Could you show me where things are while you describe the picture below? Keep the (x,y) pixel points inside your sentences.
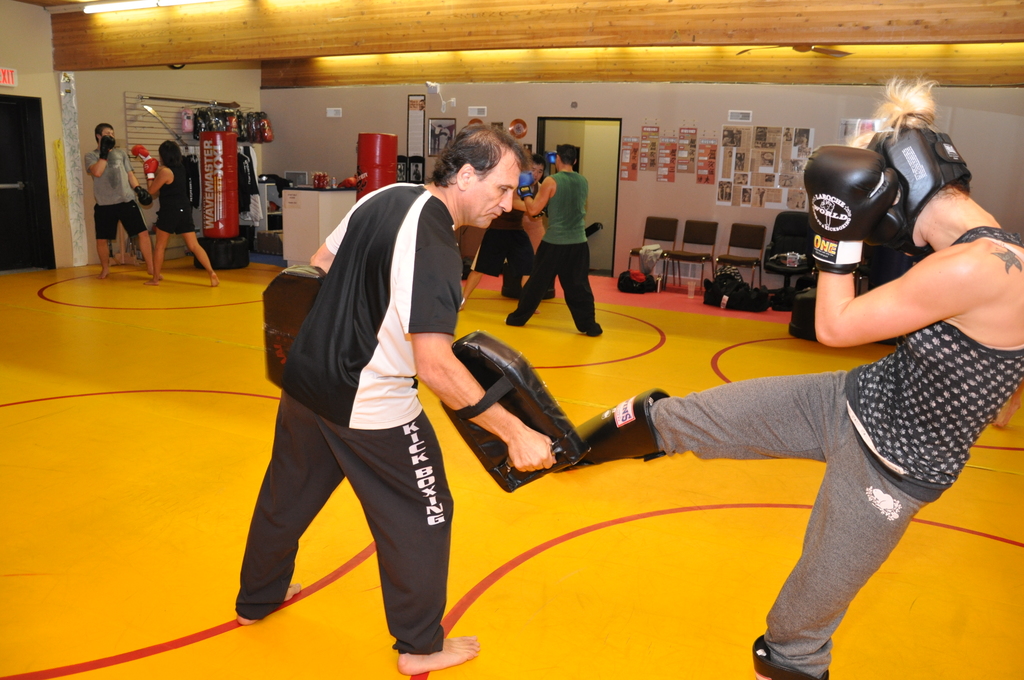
On the right side (910,246), there is a person (936,195) in a tank top (952,379), giving a kick to the pad (540,412) which is held by a person (444,323) who is in t-shirt (334,265), standing on the floor (582,609), on which there are red color circles (188,633). In the background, there are other persons (536,172), there are posters (740,155) pasted on the wall (289,136), a light (96,5) attached to the roof (684,3), there are chairs (760,269) arranged and there are other objects (806,290).
